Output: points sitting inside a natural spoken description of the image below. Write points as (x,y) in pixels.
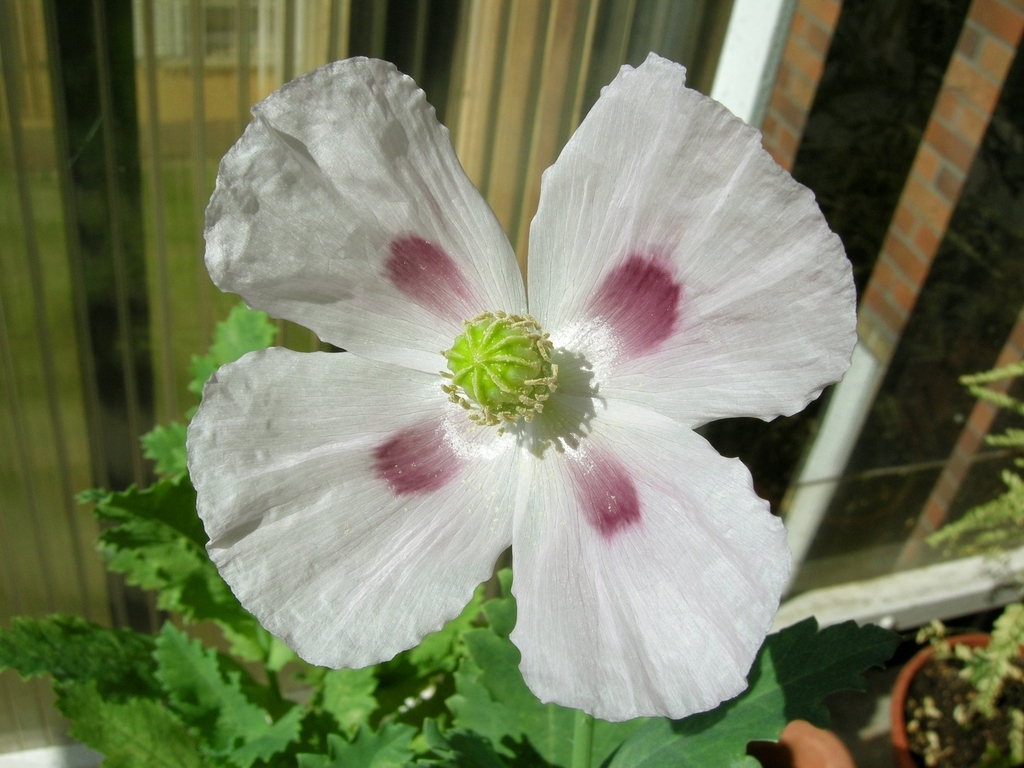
In the center of the image (533,305) we can see flower (326,502) and plants (788,638). In the background (807,54) we can see window (112,105) and wall (929,162).
